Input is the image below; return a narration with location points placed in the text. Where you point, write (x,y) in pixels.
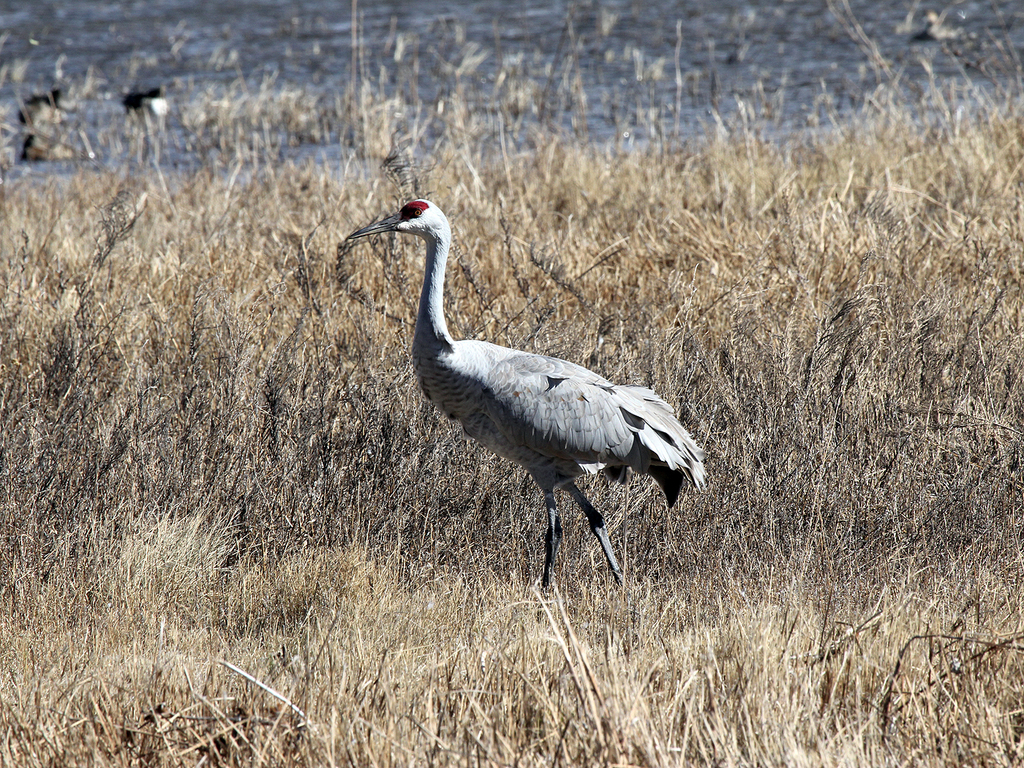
In this picture we can see grass (547,232) and a bird (487,401), in the background (470,112) we can see water (522,69).
